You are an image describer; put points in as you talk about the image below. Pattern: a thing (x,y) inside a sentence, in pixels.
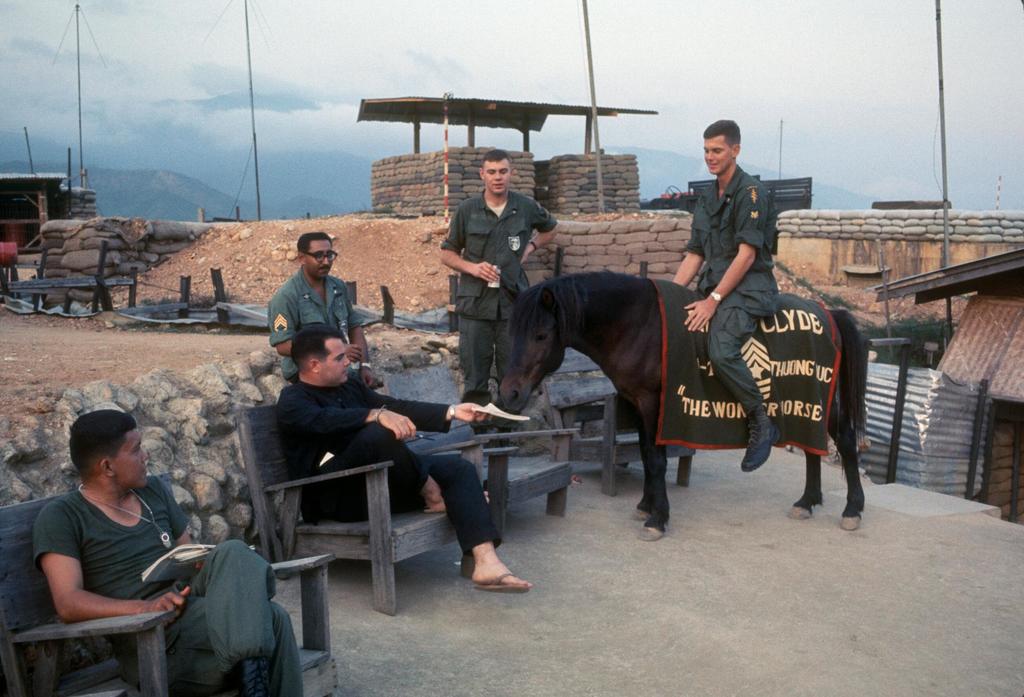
Here we see a group of people (285,387) where three (79,609) are seated and a person (453,266) is standing and other is riding a horse (648,477) and we see a Blue cloudy sky (253,57).
